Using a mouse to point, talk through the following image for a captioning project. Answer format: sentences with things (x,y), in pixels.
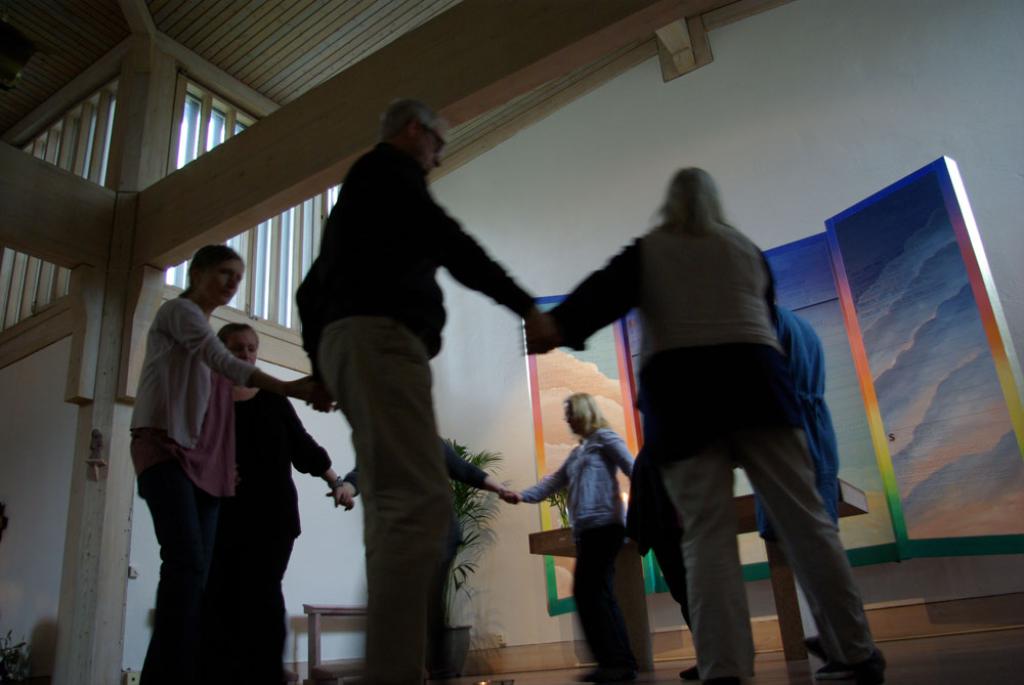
In this picture I can see there is a group of people (443,322) standing and they are holding their hands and standing in a circle. There are few plants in the backdrop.
